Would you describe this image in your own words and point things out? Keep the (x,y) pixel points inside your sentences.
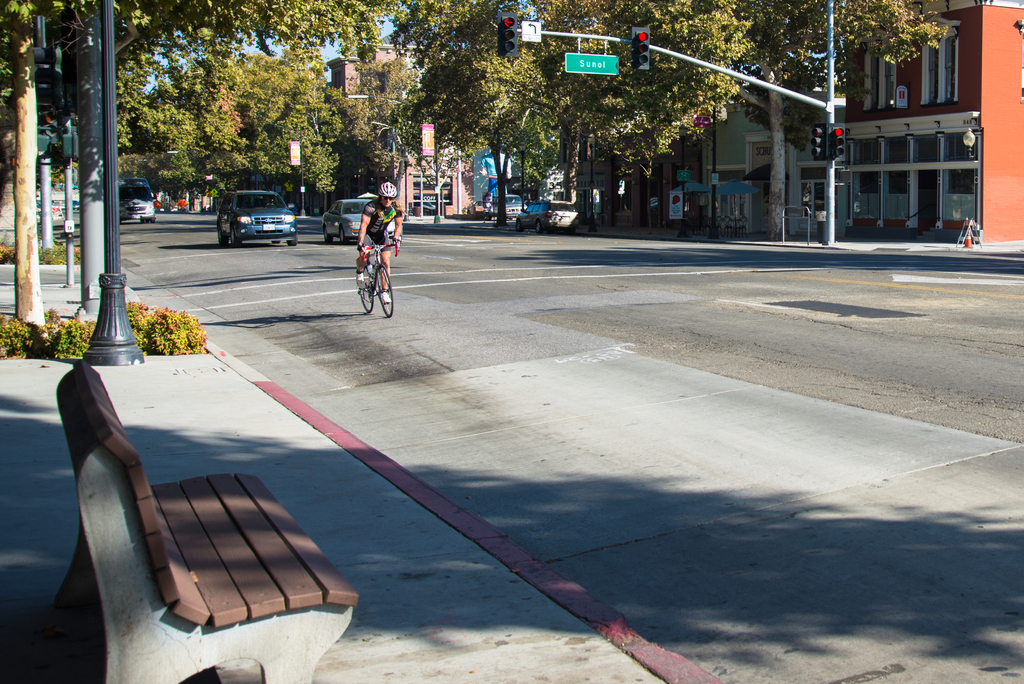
This picture is clicked in the city. Here, we see women (376,206) riding bicycle (368,273) wearing helmet (380,192) on her head (390,205) and it is a sunny day. Behind her, we see cars (265,215) on the road (601,322), we even see traffic signals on the left side of the picture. On the right top of this picture (933,125), we can see a building (974,66) and beside the building (882,207), we can see trees (263,86). To the left bottom of this picture (149,553), we see bench (327,594) which is placed on the footpath (250,396), even shrubs (74,352) and a pole (93,232) on the left side of this picture (97,219).
